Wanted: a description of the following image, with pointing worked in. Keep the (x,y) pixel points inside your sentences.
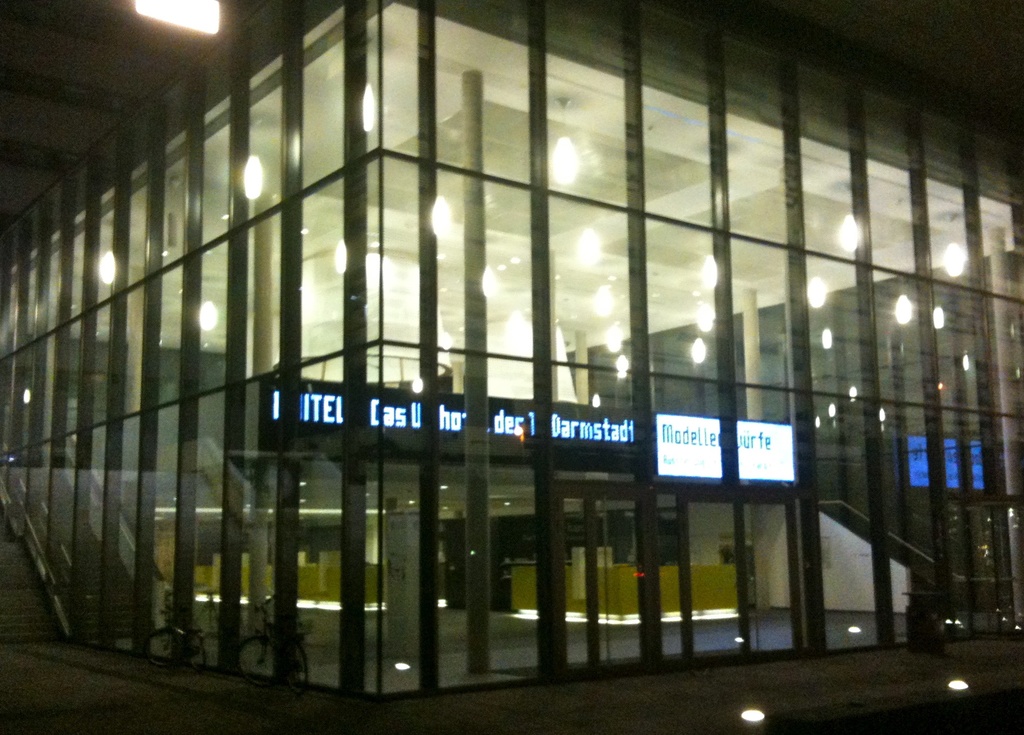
In this picture we can see bicycles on the path (868,701). There are lights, some text (435,412) on the boards (307,424) and a few objects (246,594) visible in the building (398,402).
